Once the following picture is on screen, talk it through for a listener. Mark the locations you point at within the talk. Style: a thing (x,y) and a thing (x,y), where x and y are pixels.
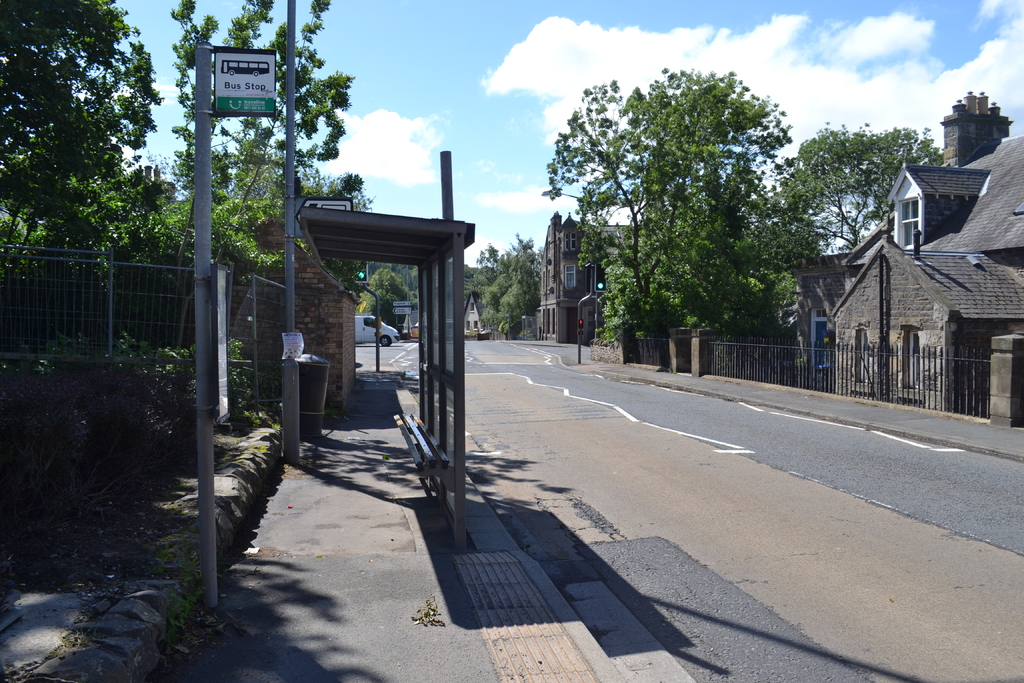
In this picture I can see few buildings (961,238), trees (36,87) and I can see a bus stop (434,301) and a board (259,62) with some text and I can see poles (206,224) and a vehicle (363,338) on the road (402,356) and I can see blue cloudy sky (518,107).
